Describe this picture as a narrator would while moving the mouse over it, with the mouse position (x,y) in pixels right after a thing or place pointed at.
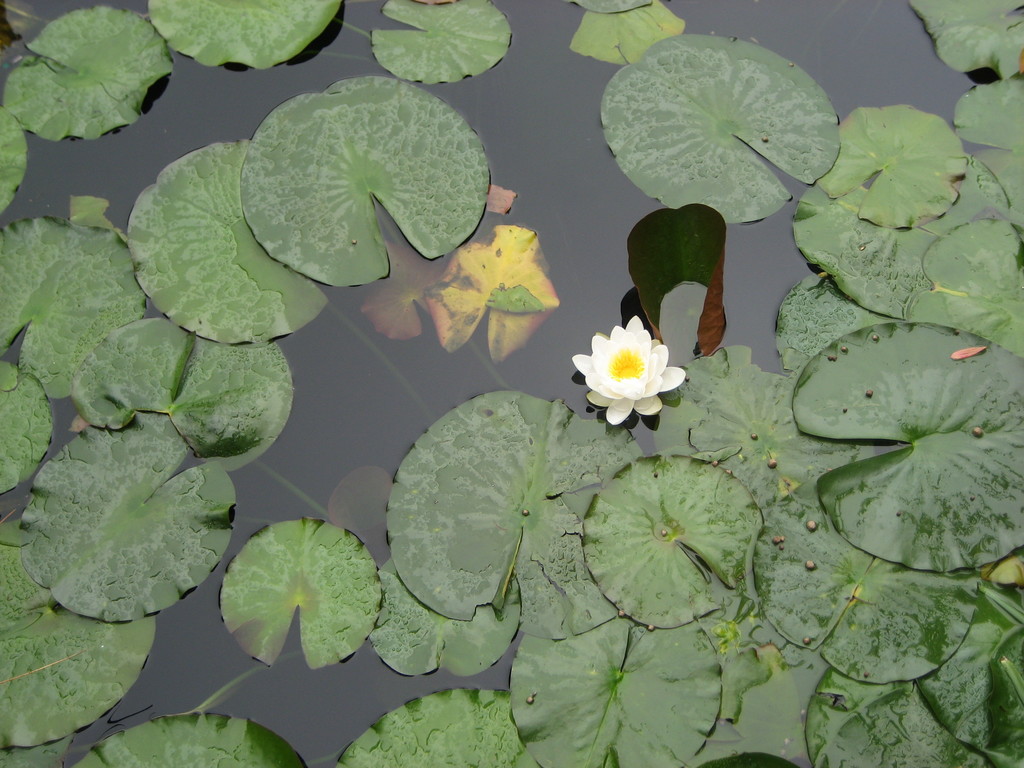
In the image there is a flower (655,373) in the middle of pond (587,228) with leaves (779,102) floating everywhere in the water (340,62).
